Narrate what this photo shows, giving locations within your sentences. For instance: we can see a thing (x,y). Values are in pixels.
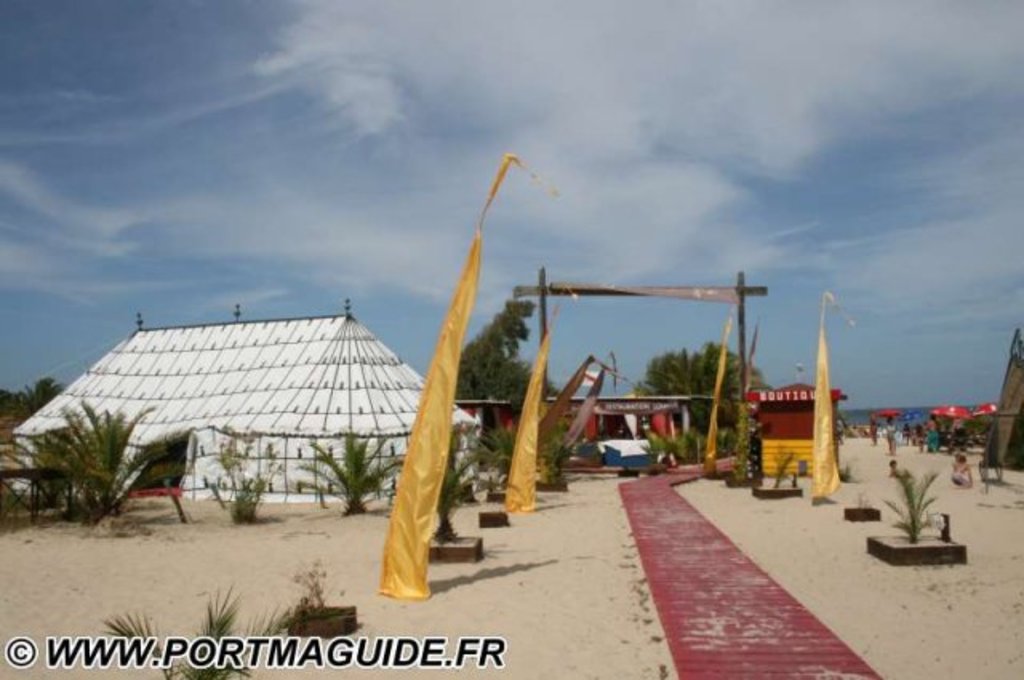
In this picture we can see few tents (345,340), trees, plants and group of people (919,434), in the background (673,133) we can see few umbrellas (952,406) and clouds (743,221), at the left bottom of the image (308,656) we can see a watermark (320,651).
